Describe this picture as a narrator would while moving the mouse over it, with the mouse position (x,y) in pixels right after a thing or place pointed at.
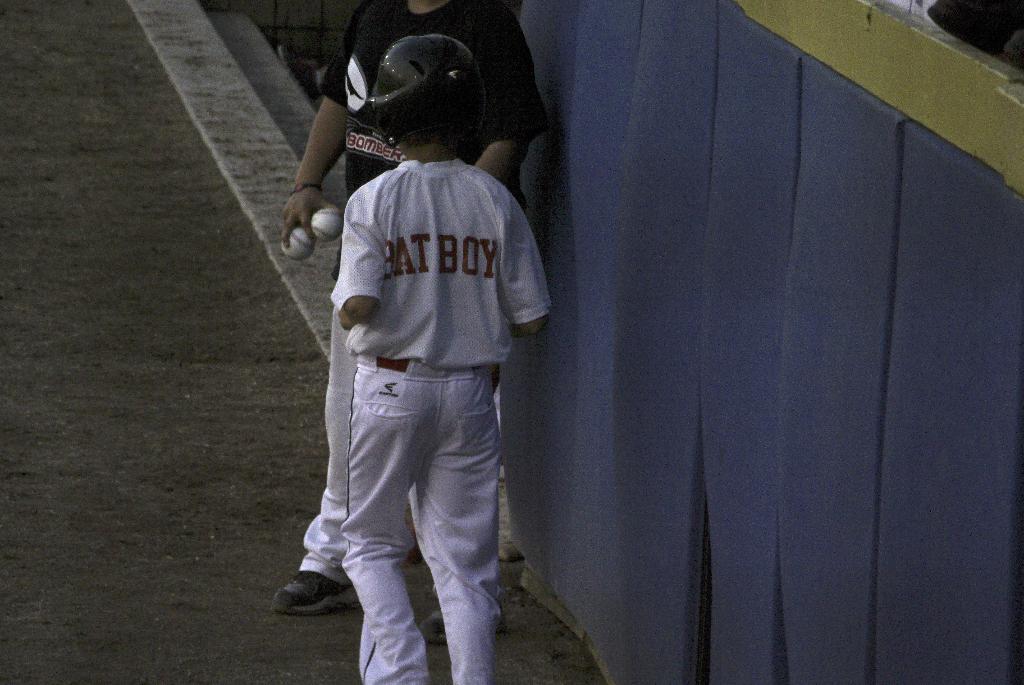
In this picture we can see two people (322,208) on the ground (192,410), balls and some objects (312,51).
